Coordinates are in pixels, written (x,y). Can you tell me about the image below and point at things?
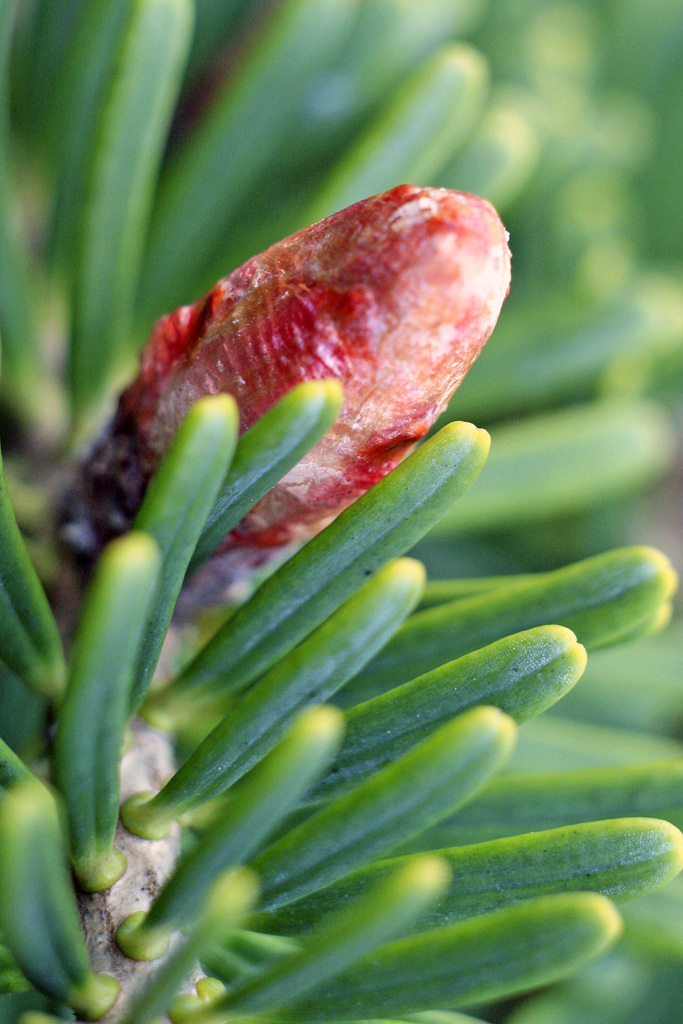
In this image, there is a branch (477,692) contains some leaves (184,773) and bud (415,367).
